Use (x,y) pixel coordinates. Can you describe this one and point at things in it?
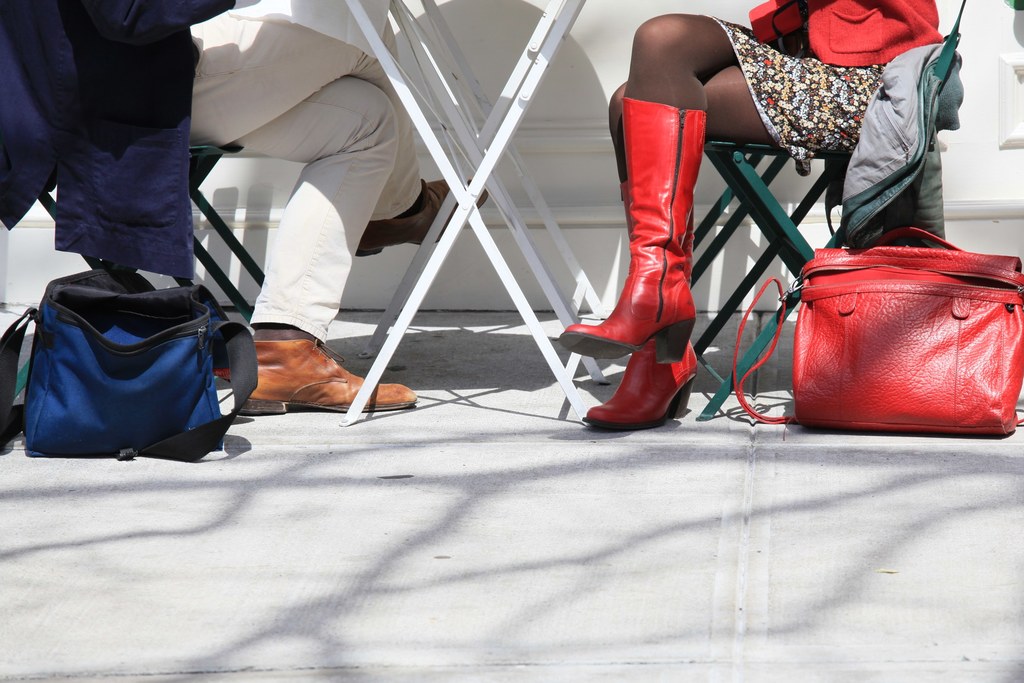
This image is clicked outside. There is a table (512,206) and there is a man (305,132) sitting on the left side (285,268) and women (810,132) sitting on the right side (806,153). There are two chairs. There are two bags (176,326), right side (913,386) there is red bag (840,309) and left side (201,409) there is a blue bag (216,396).
